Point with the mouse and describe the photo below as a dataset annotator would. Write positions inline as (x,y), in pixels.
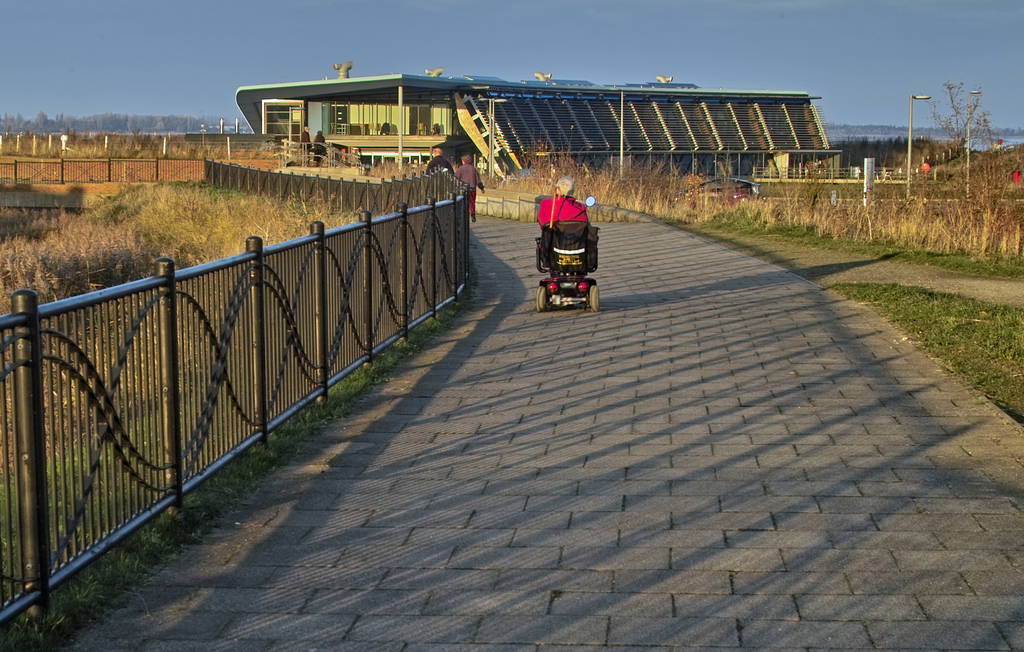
In this image, in the middle (552,233) there is a vehicle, on that there is a person (566,202). On the left (271,337) there are railing (274,272), grass (186,244). In the background (494,185) there are people (437,158), building (355,132), vehicles (727,185), poles (910,166), trees (99,120), grassland (871,209), floor (880,260), sky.
